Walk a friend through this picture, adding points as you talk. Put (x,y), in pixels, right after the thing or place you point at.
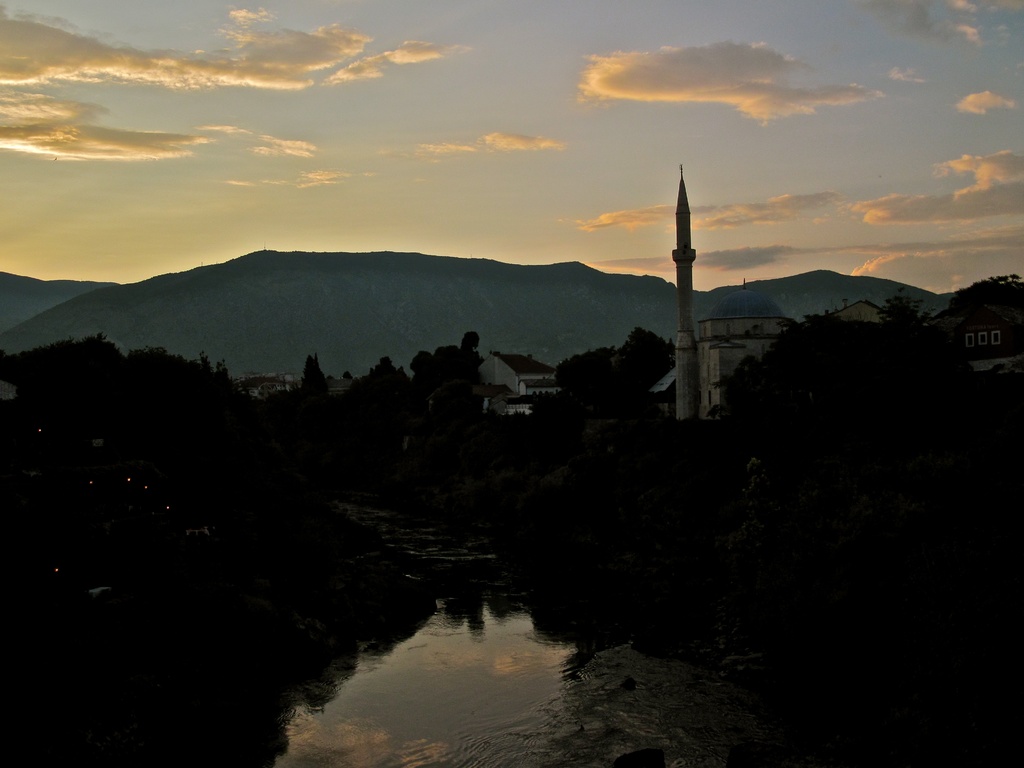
In this image, we can see some water (479,633). We can also see some trees (616,497) on left (81,465) and right sides. We can also see a few buildings (705,403). We can also see some hills (709,294) and the sky (384,247) with clouds (168,70).
